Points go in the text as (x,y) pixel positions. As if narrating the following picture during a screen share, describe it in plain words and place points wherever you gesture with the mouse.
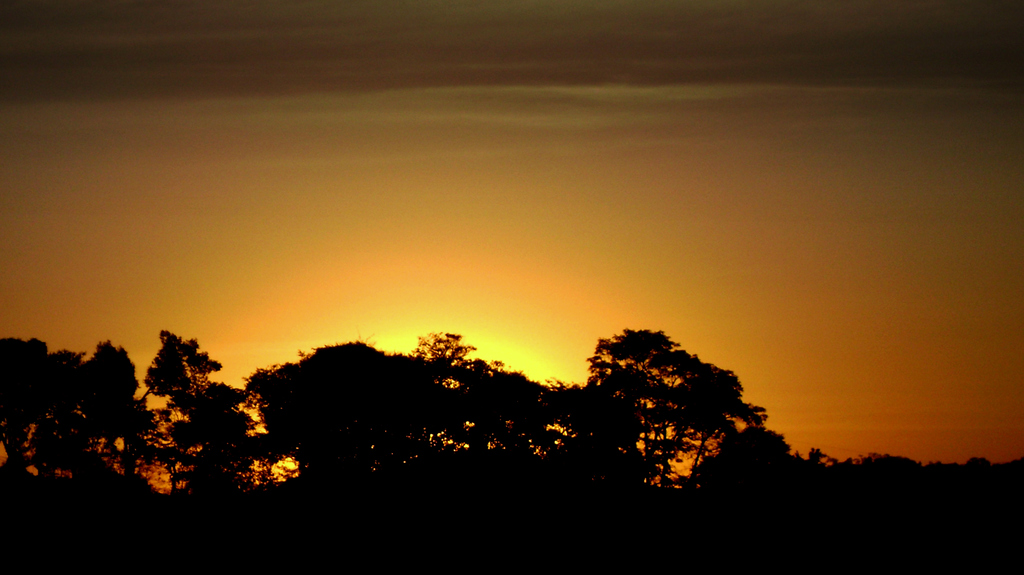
In this picture we can see trees (630,351). At the bottom of the image (572,531) it is dark. In the background of the image (520,251) we can see the sky (514,269).
